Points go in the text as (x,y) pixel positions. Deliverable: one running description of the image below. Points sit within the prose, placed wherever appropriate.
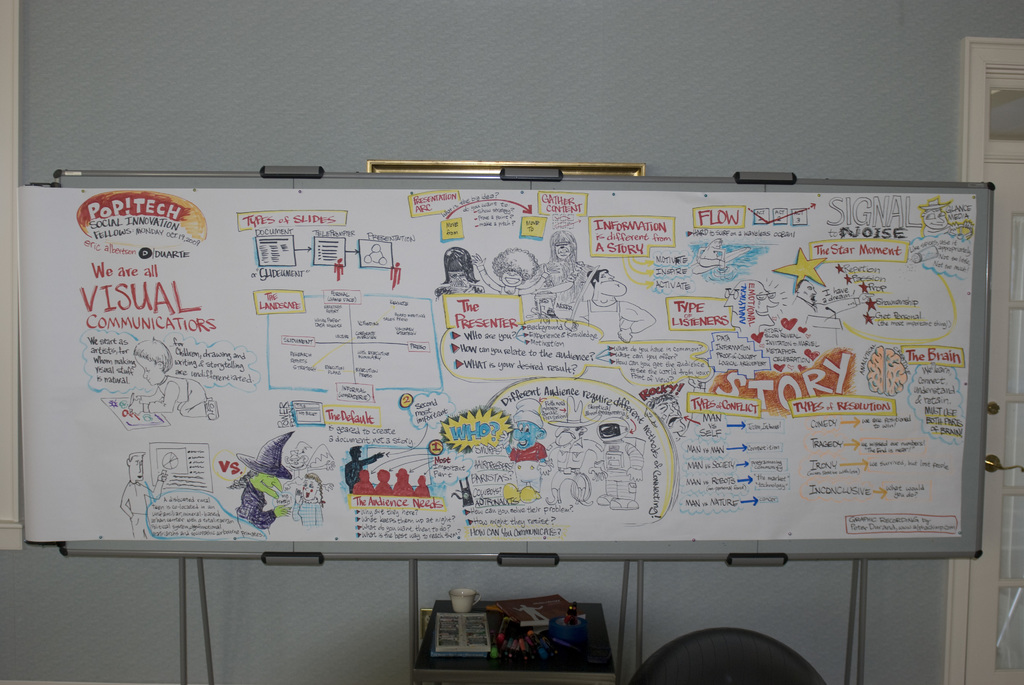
We can see board (777,403), on this board (859,374) we can see drawing (607,306) of people (376,492) and text (340,431), under the board (404,554) we can see objects (454,639) on the table (430,636). Background (747,146) we can see wall (763,158) and door (994,169).
